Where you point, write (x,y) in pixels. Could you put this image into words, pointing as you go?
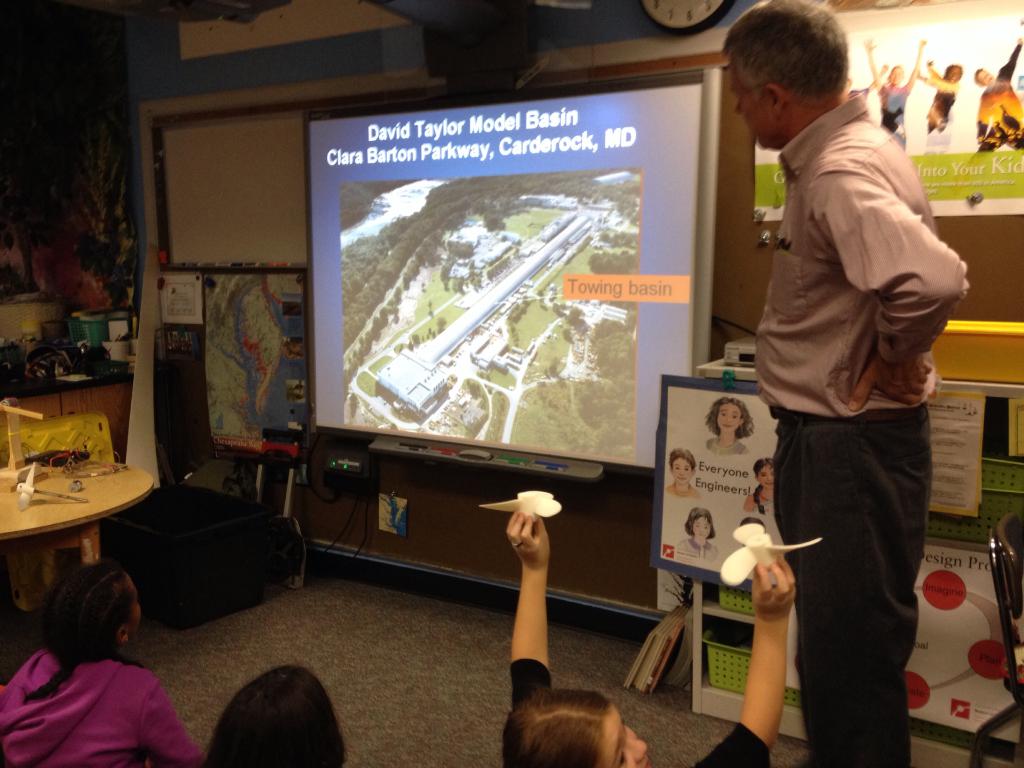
On the right side of the image (840,338) we can see a man (863,463) standing. At the bottom (594,717) there are people (257,733) sitting. On the left (108,495) there is a table (34,509) and we can see things (11,466) placed on the table (20,513). In the center (666,264) there is a screen (396,335) placed on the wall (396,486) and there is a board (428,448), clock (699,25) and decors (962,141) placed on the wall (134,177). On the right (1023,533) there is a chair (1018,619) and we can see some boxes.
